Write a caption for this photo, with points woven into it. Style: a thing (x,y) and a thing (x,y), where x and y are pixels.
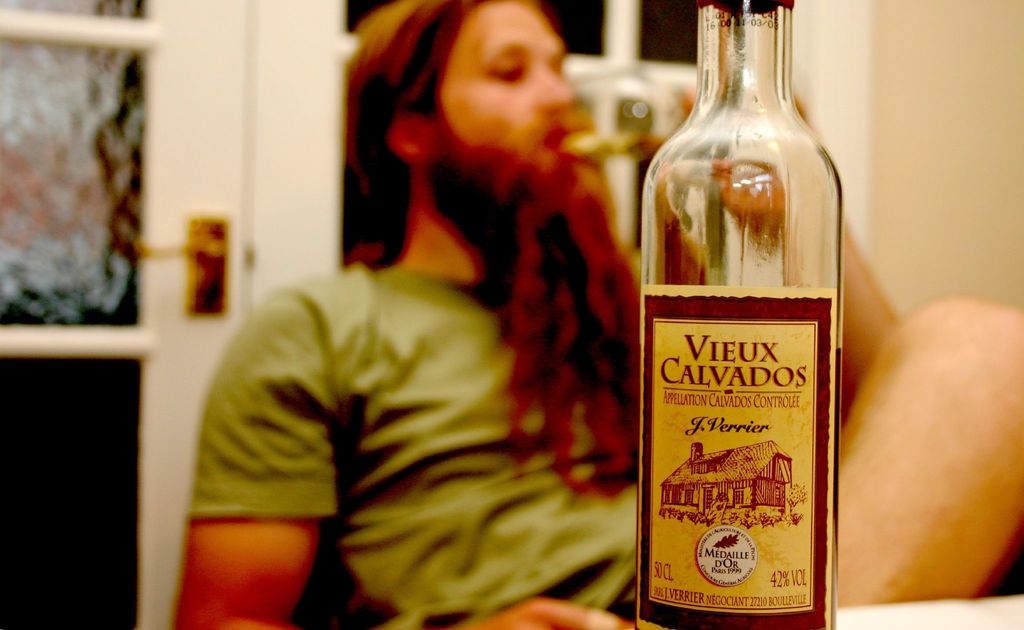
This picture is clicked inside the room (212,294). In front of the picture, we see an alcohol bottle (779,353) with some text (693,418) written on it. Behind that, we see man (416,394) in green t-shirt (443,405) is holding glass (659,97) in his hands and drinking liquid (631,142). Behind him, we see wall (216,176) in white color and also windows (105,293).
